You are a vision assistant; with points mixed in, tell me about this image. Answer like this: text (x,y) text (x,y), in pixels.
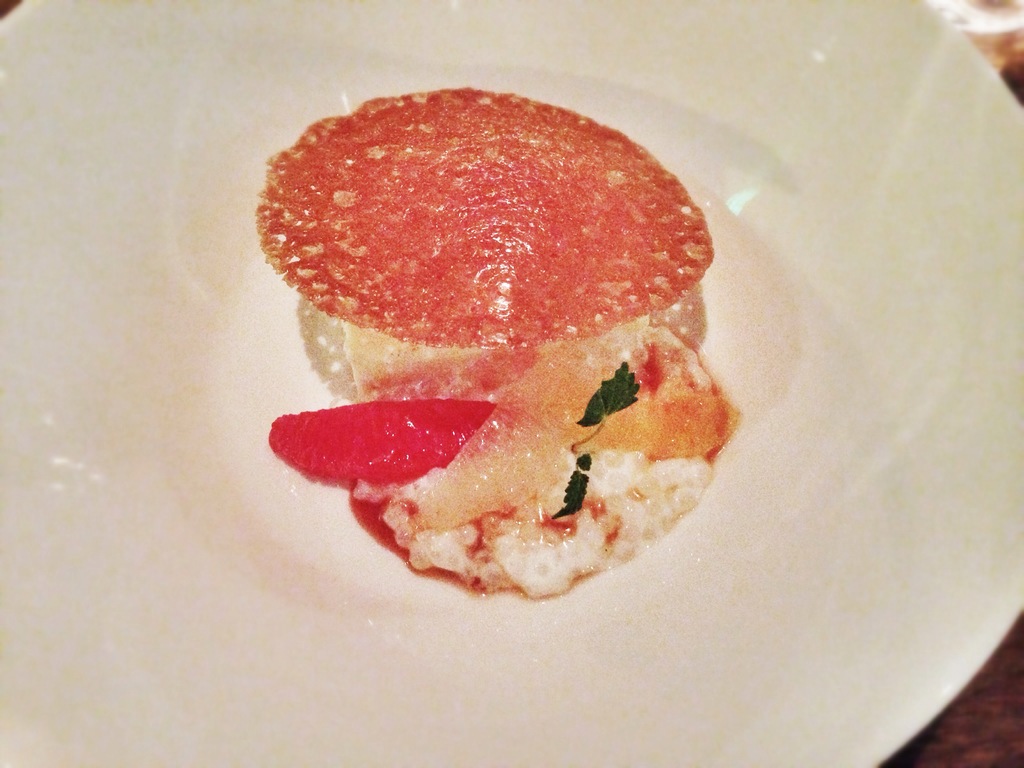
In this picture we can see a white plate (891,671) on an object (962,730) and on the plate (58,702) there are some food items (483,399).
